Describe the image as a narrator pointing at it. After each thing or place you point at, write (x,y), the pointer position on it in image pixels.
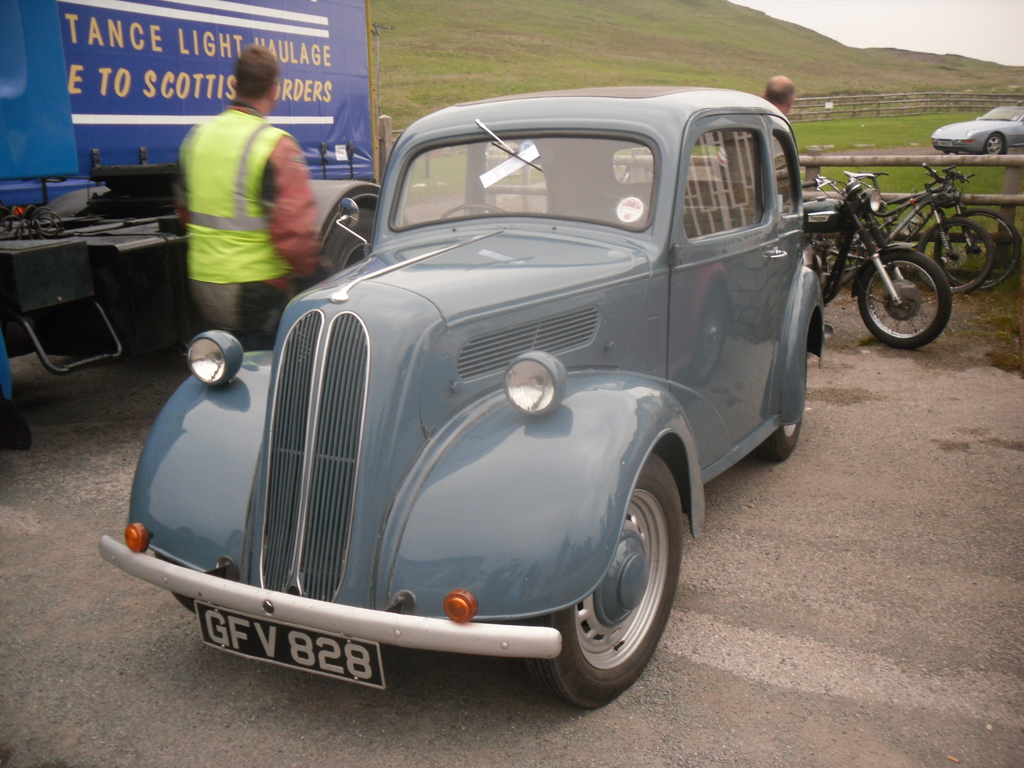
On the left side (293,140), there is a person (267,88) in a light green color jacket (236,128), beside him, there is a vehicle (158,215) and there is a gray color vehicle (623,260) parked on the road (847,363). In the background (966,159), there are bikes (941,223), a person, fences (895,162), a mountain (965,87) and sky (851,36).
